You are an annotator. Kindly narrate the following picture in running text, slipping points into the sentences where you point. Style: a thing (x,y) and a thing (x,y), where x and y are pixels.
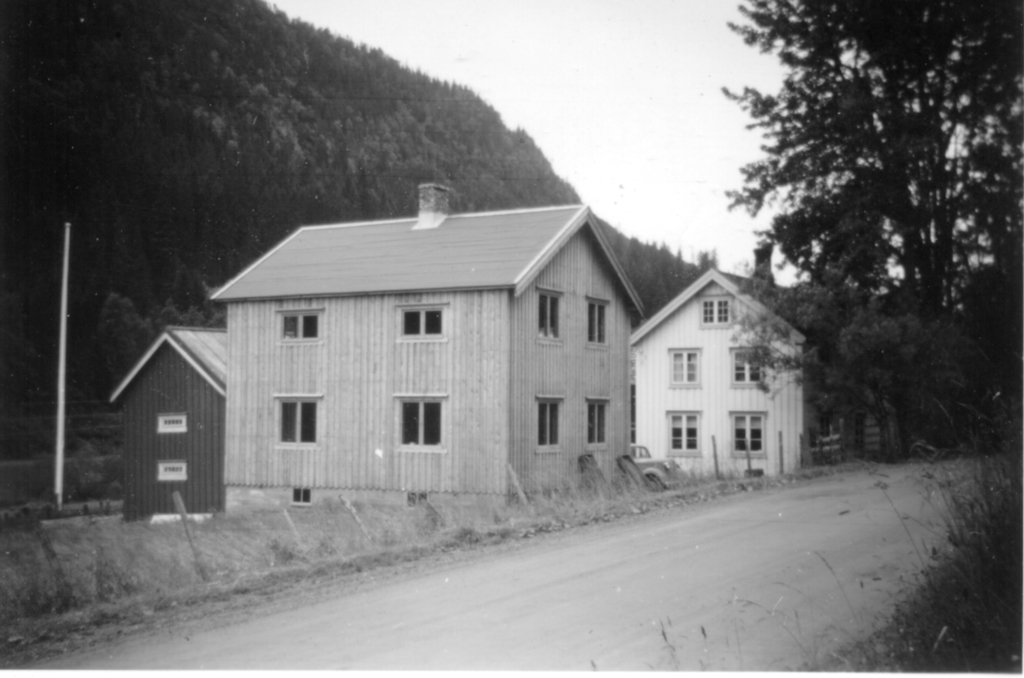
This is a black and white picture. In this picture we can see the sky (721,86), trees (88,79), houses (585,364), pole (62,436), plants (154,555), road (166,635) and few objects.
